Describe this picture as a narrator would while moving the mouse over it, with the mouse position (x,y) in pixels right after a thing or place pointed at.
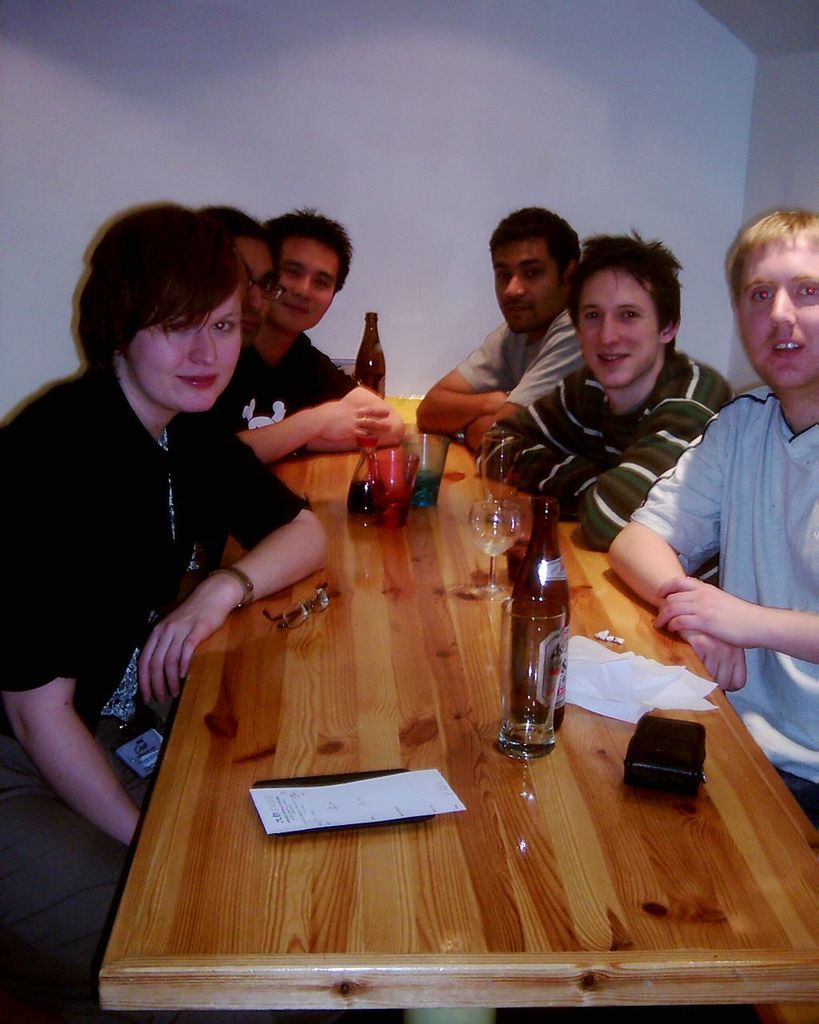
There are so many people (55,808) sitting around a table (579,914) with few alcohol bottles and glasses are on it.
